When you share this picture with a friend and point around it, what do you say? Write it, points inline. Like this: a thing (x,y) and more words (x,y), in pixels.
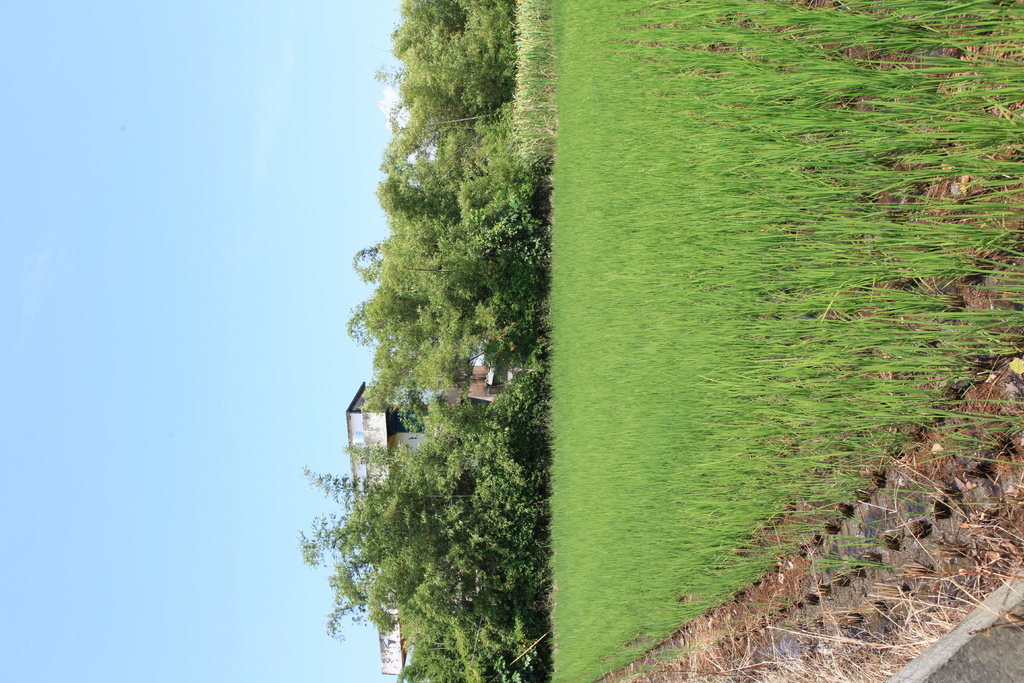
This is a tilted picture. In the background (458,390) a building (418,417) is visible. In this picture we can see the sky (240,259), trees (426,610), plants (778,175) and field (764,171).
